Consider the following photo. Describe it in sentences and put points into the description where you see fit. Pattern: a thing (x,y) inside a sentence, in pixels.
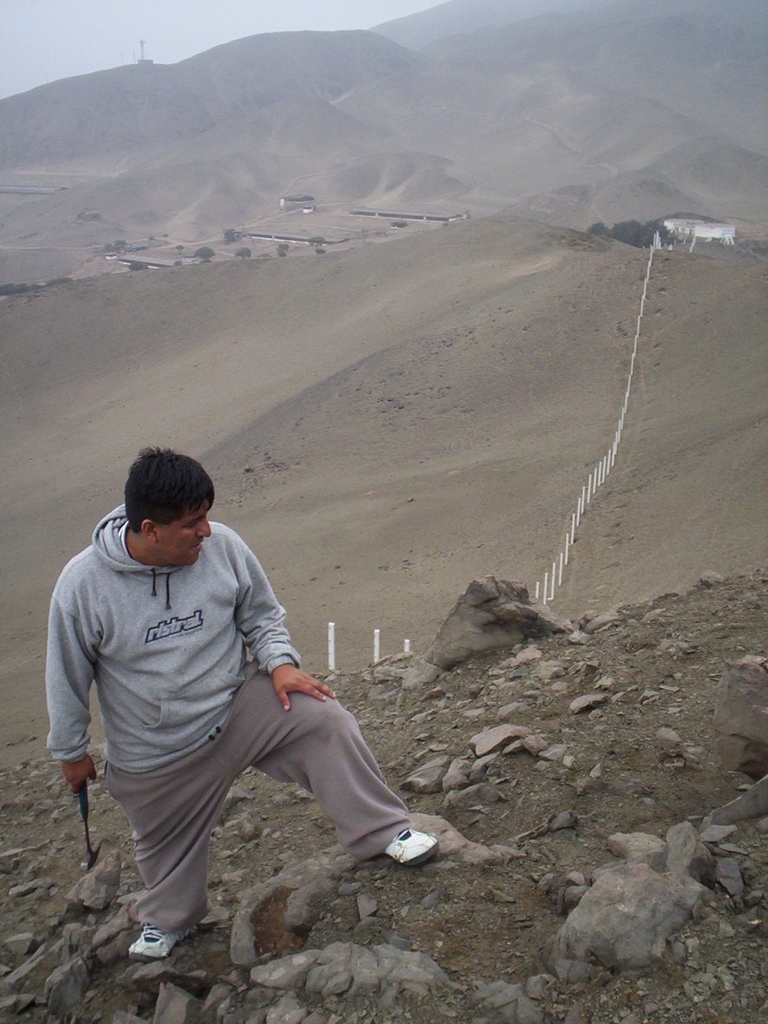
In this picture I can observe a man (229,725) on the left side (117,597). I can observe some stones (477,741) in the bottom of the picture (401,944). On the right side (553,571) I can observe white color poles (613,451). In the background (485,174) there are hills (286,106) and sky (145,51).
